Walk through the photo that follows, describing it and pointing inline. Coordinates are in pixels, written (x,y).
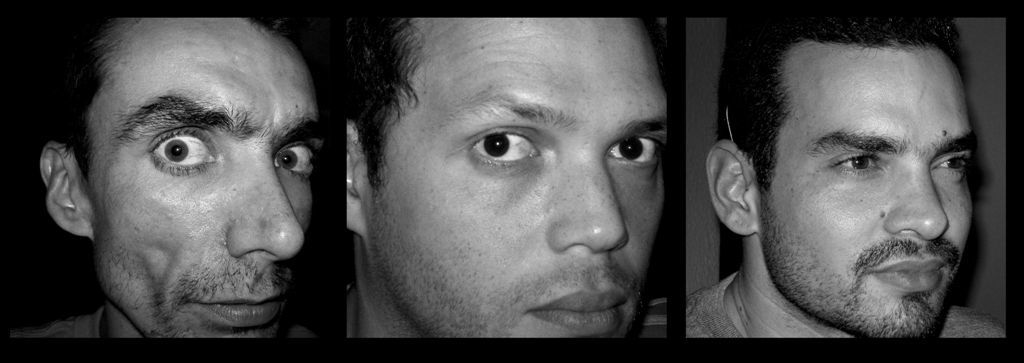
This is a collage image. In this image I can see faces (491,226) of three men (632,218). This image is black and white in color.
